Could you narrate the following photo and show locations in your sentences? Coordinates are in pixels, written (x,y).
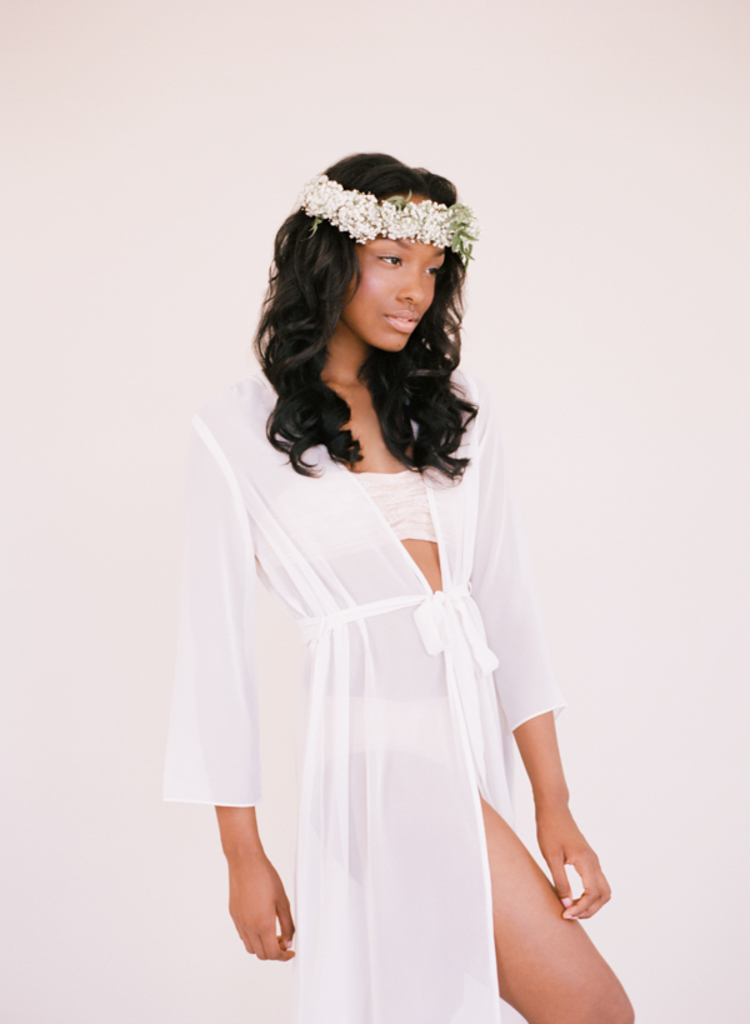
As we can see in the image there is a white color wall (611,389) and a woman (389,390) wearing white color dress (382,643).
